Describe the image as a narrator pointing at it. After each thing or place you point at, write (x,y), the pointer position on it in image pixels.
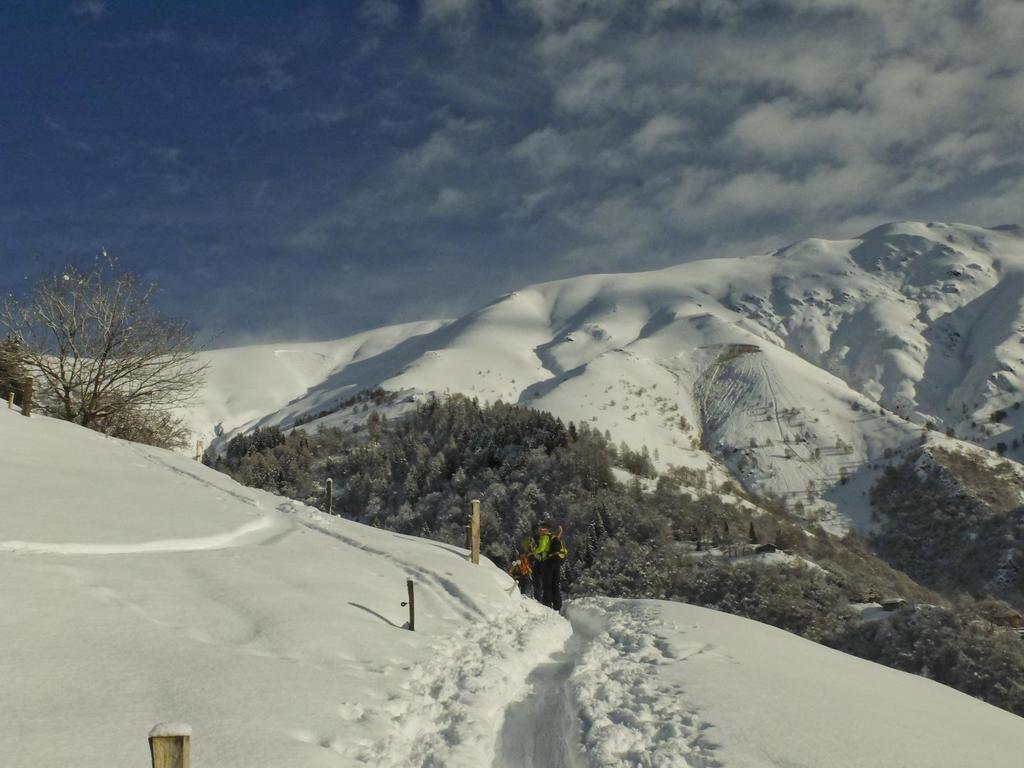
In this picture we can see few people (530,583) on the snow (435,577), in the background (173,404) we can find few trees (473,447) and clouds (792,154).
